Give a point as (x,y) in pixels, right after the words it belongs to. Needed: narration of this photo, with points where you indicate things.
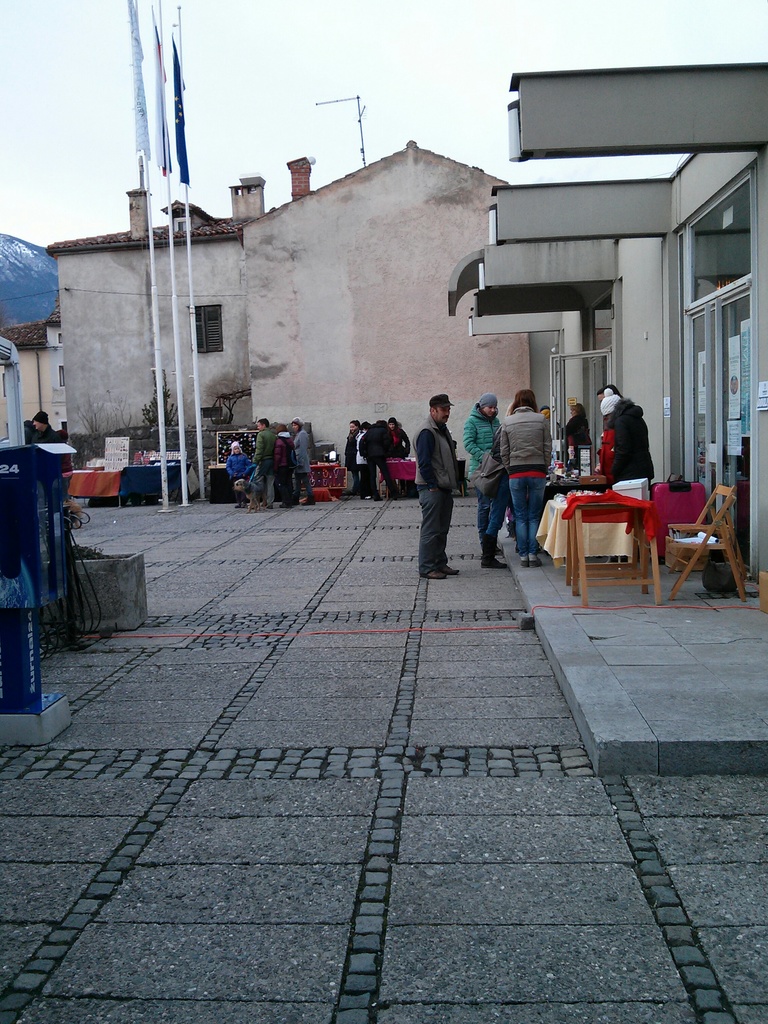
In this picture there are a group of people (525,516) standing over here, there is a table (570,552) and there are some chairs (698,528) to sit here, in the background (385,432) also there are some people (399,432) standing and there is a building (338,348) over the left and in front of the building (328,233) there are three flag poles (171,198) and flags (136,76) the sky (228,35) is clear.
